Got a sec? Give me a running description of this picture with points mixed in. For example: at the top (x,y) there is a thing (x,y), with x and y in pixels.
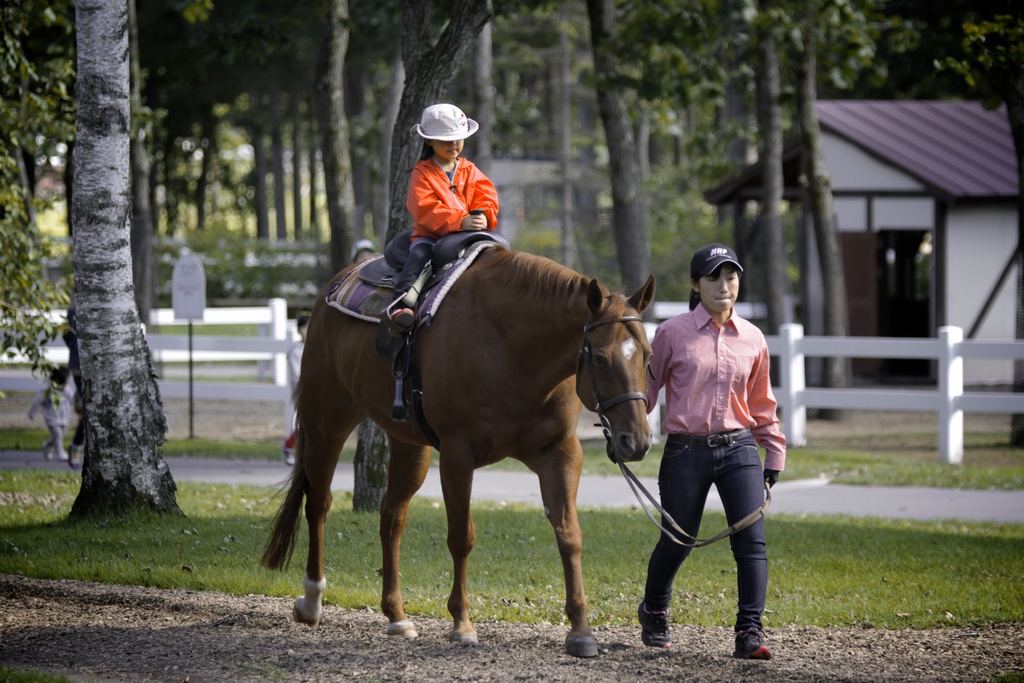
In the image we can see there is a horse (539,464) standing on the ground (697,595) and a woman (722,485) is holding the rope (709,542) of the horse (439,339). There is a girl (450,189) sitting on the horse (452,301), behind there are lot of trees (594,198) and there is a building (896,246).
